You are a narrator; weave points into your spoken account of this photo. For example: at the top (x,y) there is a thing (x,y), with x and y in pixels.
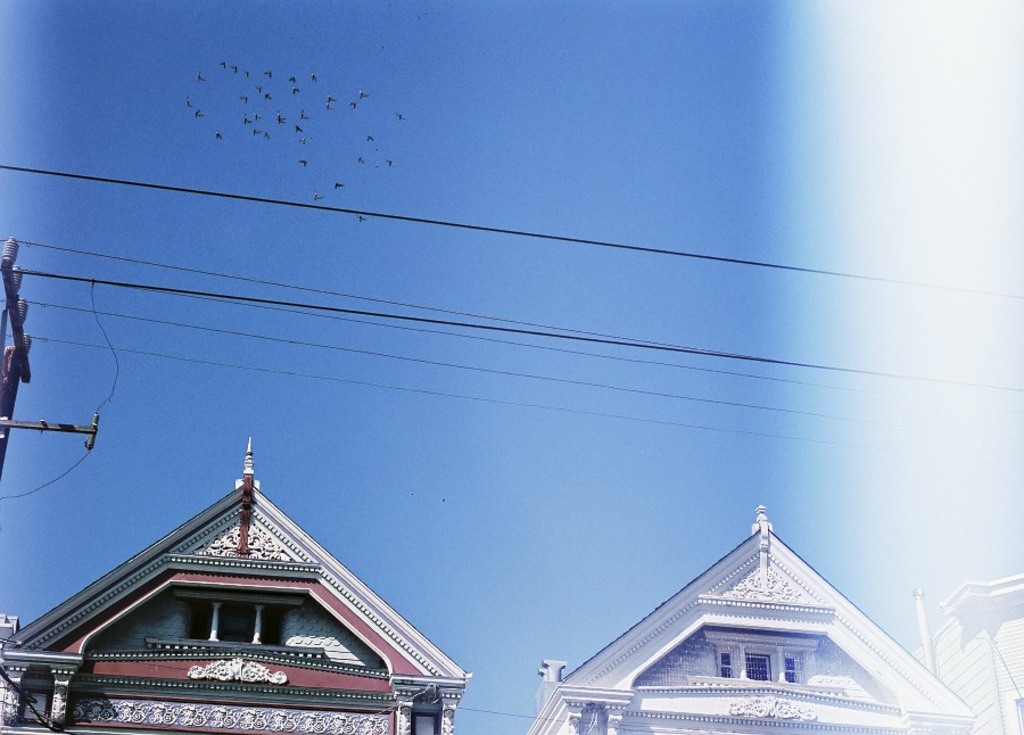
In this picture, we can see a few buildings (225,689), pole (56,431), wires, birds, and the sky (371,188).
